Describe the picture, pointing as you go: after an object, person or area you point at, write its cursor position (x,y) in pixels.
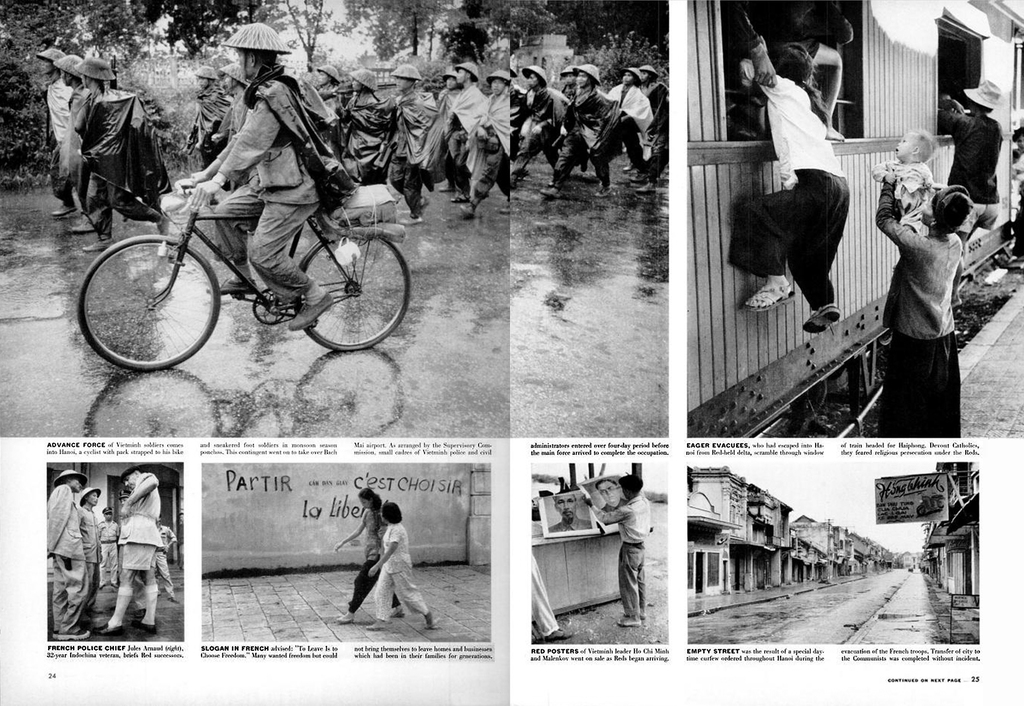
This image consists of many people (794,85). It looks like the image is edited. To the top left (135,134), there are many people (442,97) walking in the image. To the right (805,94), there is a woman (781,95) climbing in the train (858,78) from the window (787,39). At the bottom (800,612), there are roads (861,581) and buildings (827,552) in the images.
